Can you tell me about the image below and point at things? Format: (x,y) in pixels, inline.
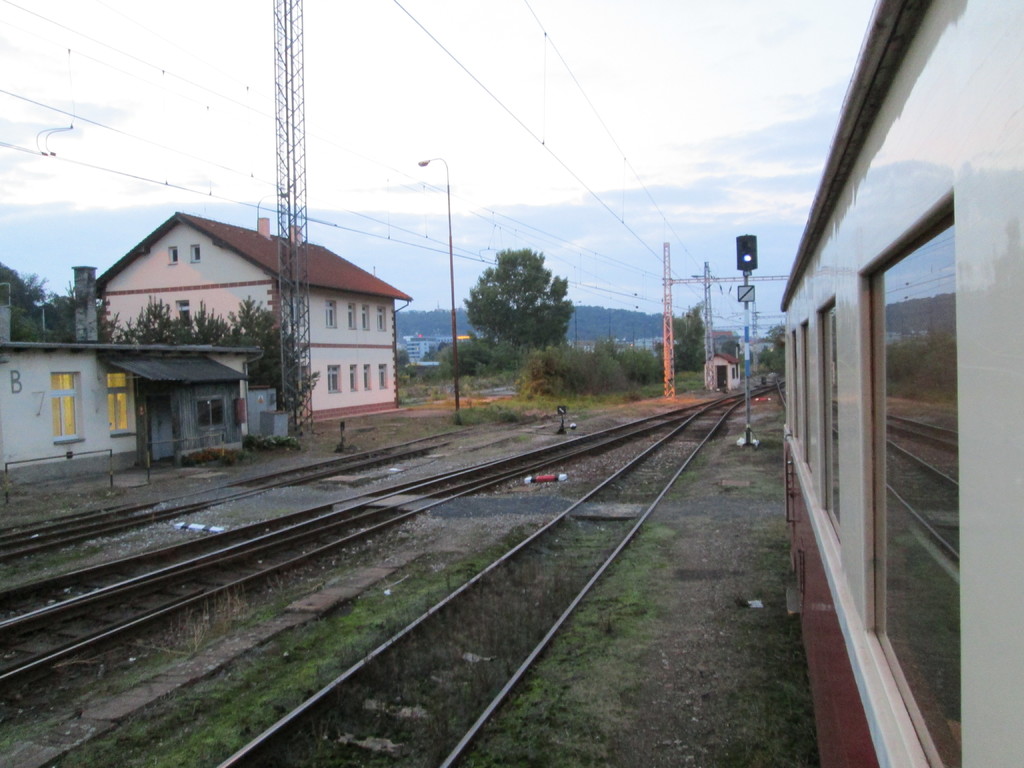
On the left side (337,355) there are houses (181,298). On the right side (816,371) there is a train (919,537) on the railway track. In the middle (527,346) there are trees (599,364), at the top (563,24) it is the sky (611,30).
